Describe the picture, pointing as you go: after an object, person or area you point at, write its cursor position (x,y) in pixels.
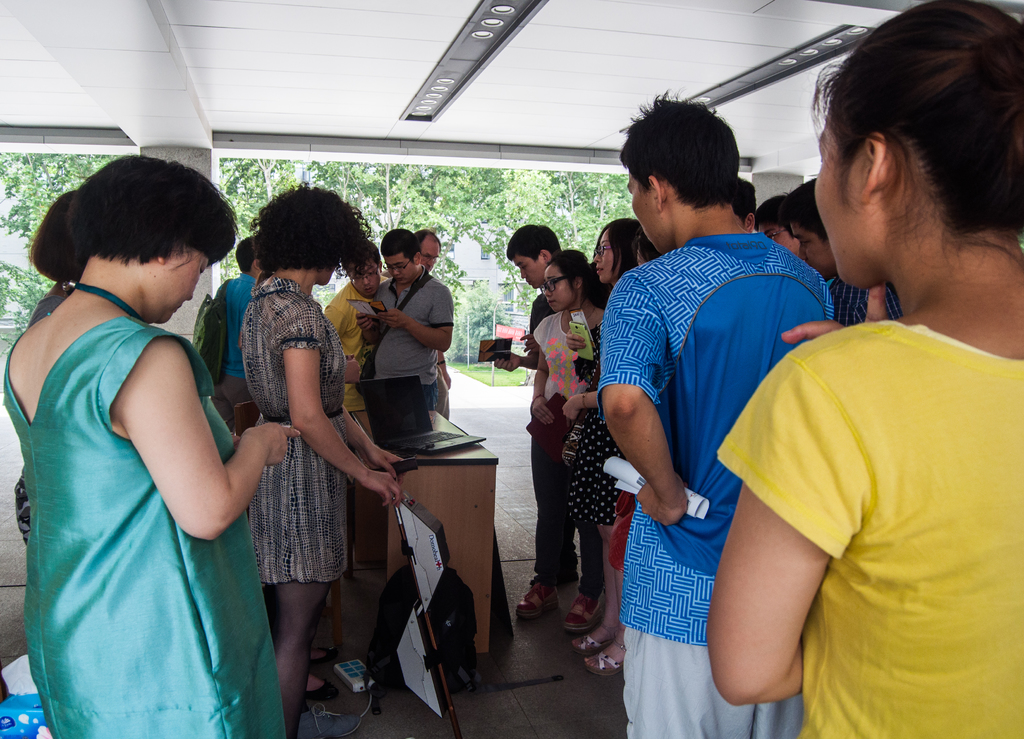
In this image we can see a group of people (671,419) in which few are them holding some papers (496,358) in their hands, there we can see a laptop (463,443) on the table (446,461), there we can see the ceiling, grass (483,374), a board (513,327) attached to the fence (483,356), few trees (502,206) and the building (457,246).
